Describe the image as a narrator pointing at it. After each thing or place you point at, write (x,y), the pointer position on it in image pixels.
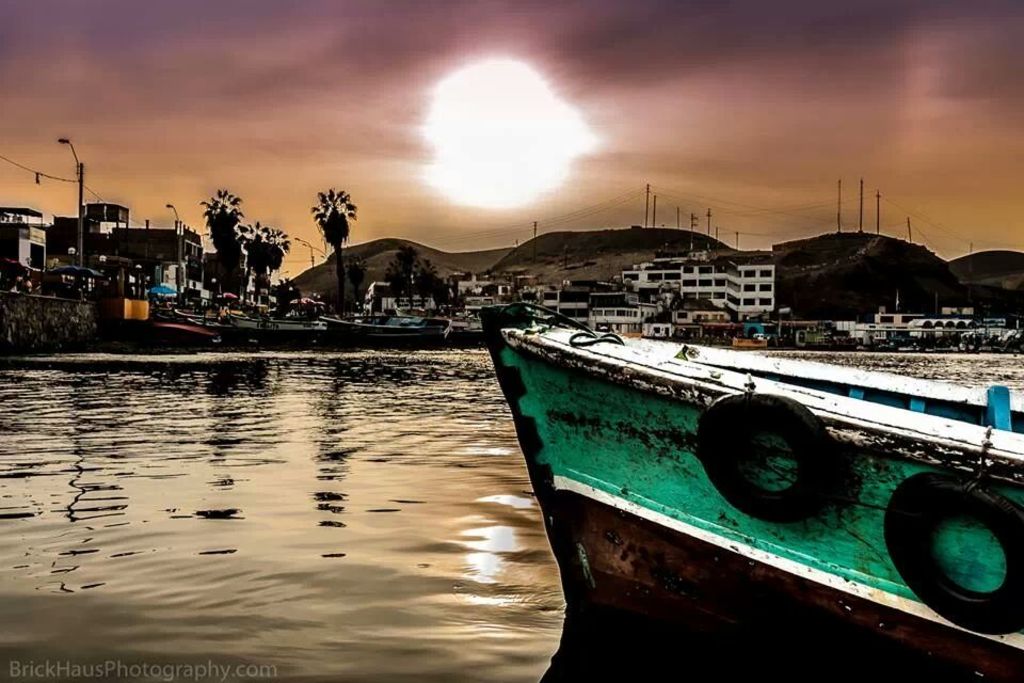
In this picture I can see few boats (665,450) on the water (170,484). I can see buildings (194,260), trees (276,244), few poles (655,225) and I can see text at the bottom left corner of the picture (32,673).
